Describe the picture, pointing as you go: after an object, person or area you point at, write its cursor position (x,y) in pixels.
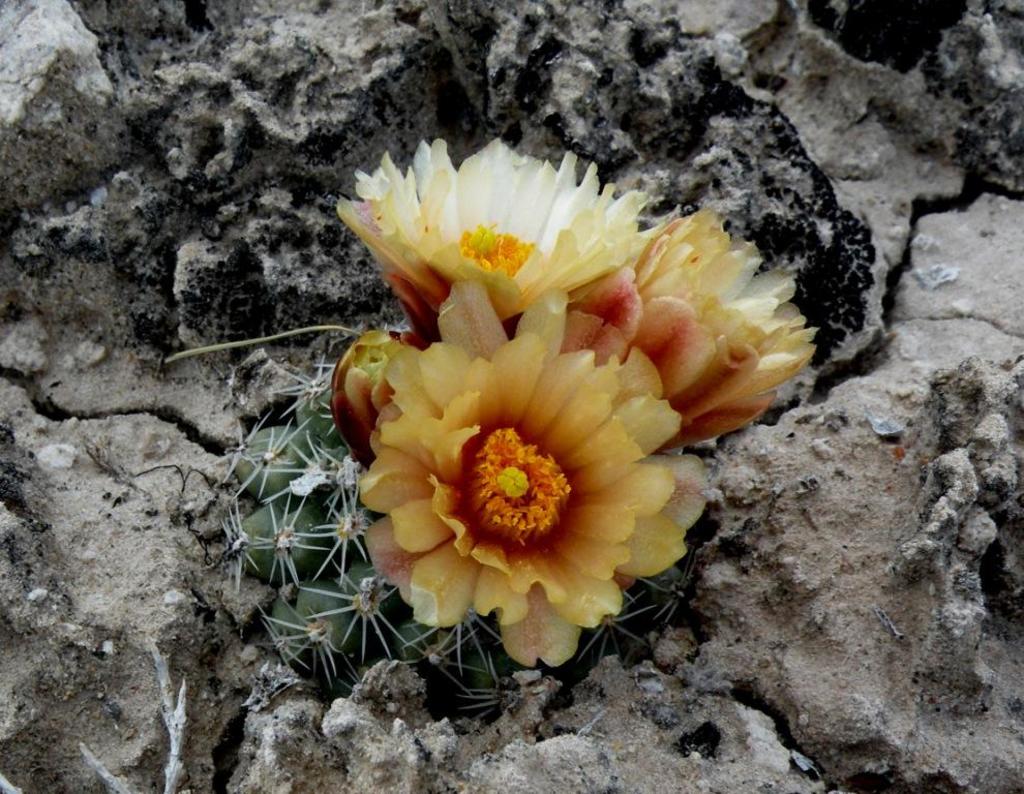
In this image, we can see a plant (414,598) in between stones (138,499) contains some flowers (487,348).
